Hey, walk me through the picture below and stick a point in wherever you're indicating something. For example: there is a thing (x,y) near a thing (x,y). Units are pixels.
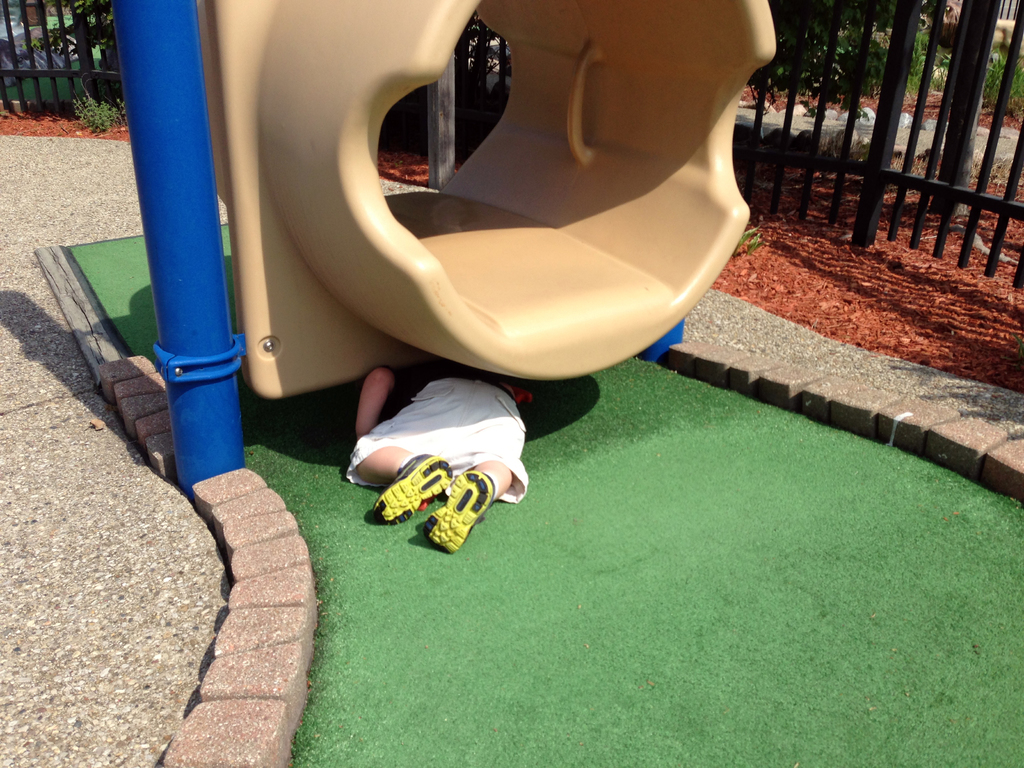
In this image I can see the person (466,433) lying and the person (480,430) is wearing white color short (479,401). In front (371,244) I can see some object (356,232) in cream and green color, background (897,29) I can see the railing (898,42) and I can see few plants (882,46) in green color.
